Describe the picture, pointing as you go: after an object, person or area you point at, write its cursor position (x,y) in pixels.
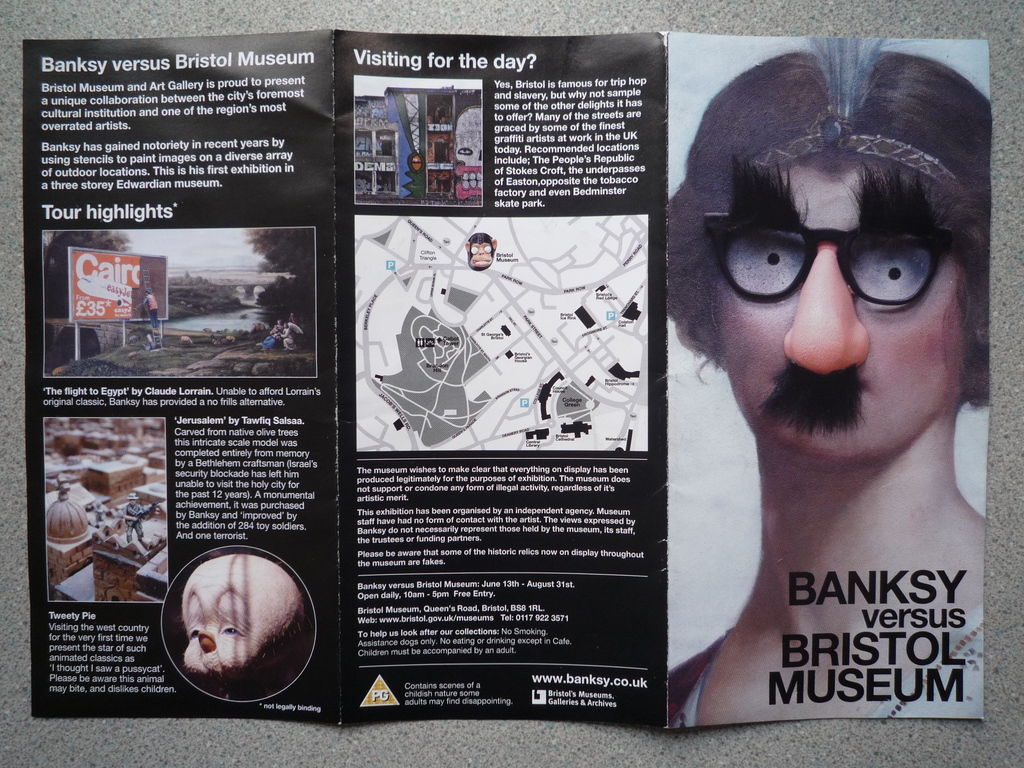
In this image I can see a pamphlet (614,218) may be on the floor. This image is taken may be in a room.
